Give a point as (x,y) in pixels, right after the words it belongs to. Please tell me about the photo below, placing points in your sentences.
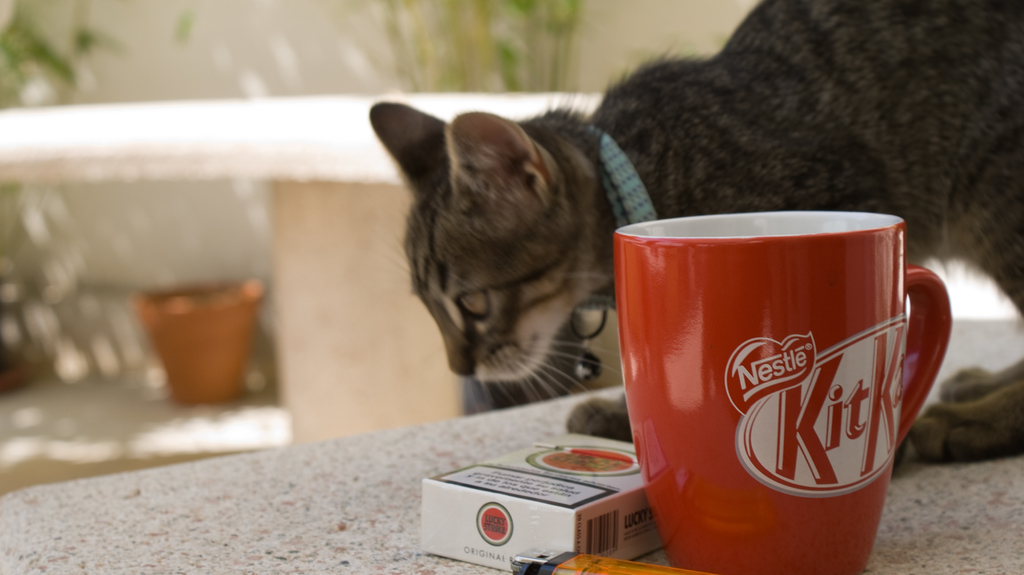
In the picture we can see a cat (940,47) on the table (1020,500) and beside it, we can see a cup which is red in color with a kit kat label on it and near it we can see the cigarette box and the lighter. In the background (238,50), we can see the wall (130,205) and near it, we can see a part of the plant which is not clearly visible.
